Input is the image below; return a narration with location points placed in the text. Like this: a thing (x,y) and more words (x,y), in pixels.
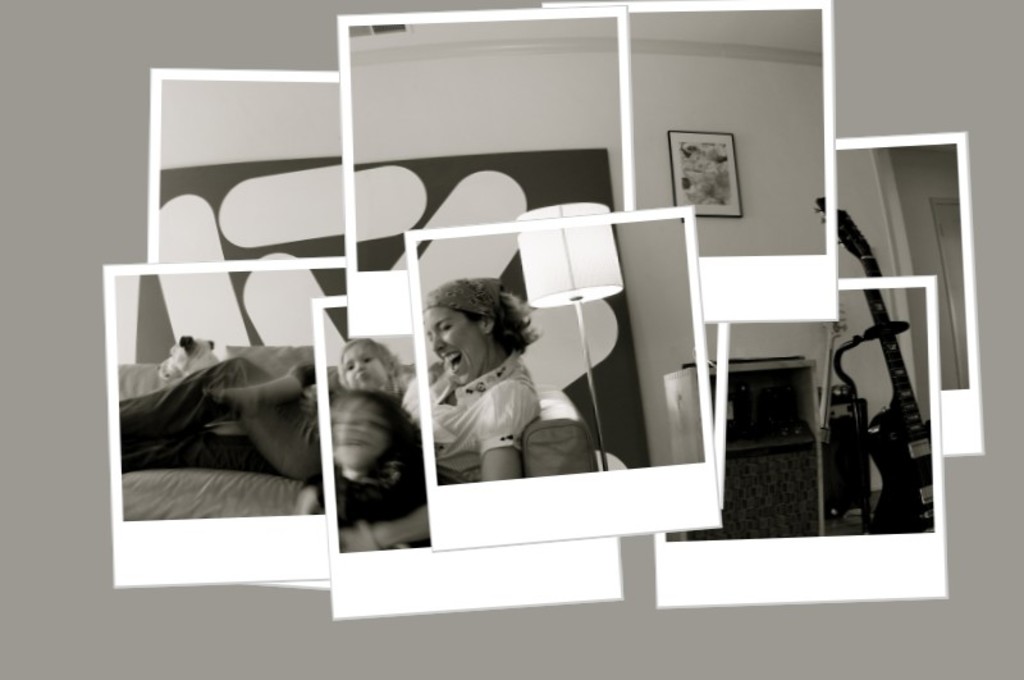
In this image, we can see the collage of different images. We can also see the background (186,621).
